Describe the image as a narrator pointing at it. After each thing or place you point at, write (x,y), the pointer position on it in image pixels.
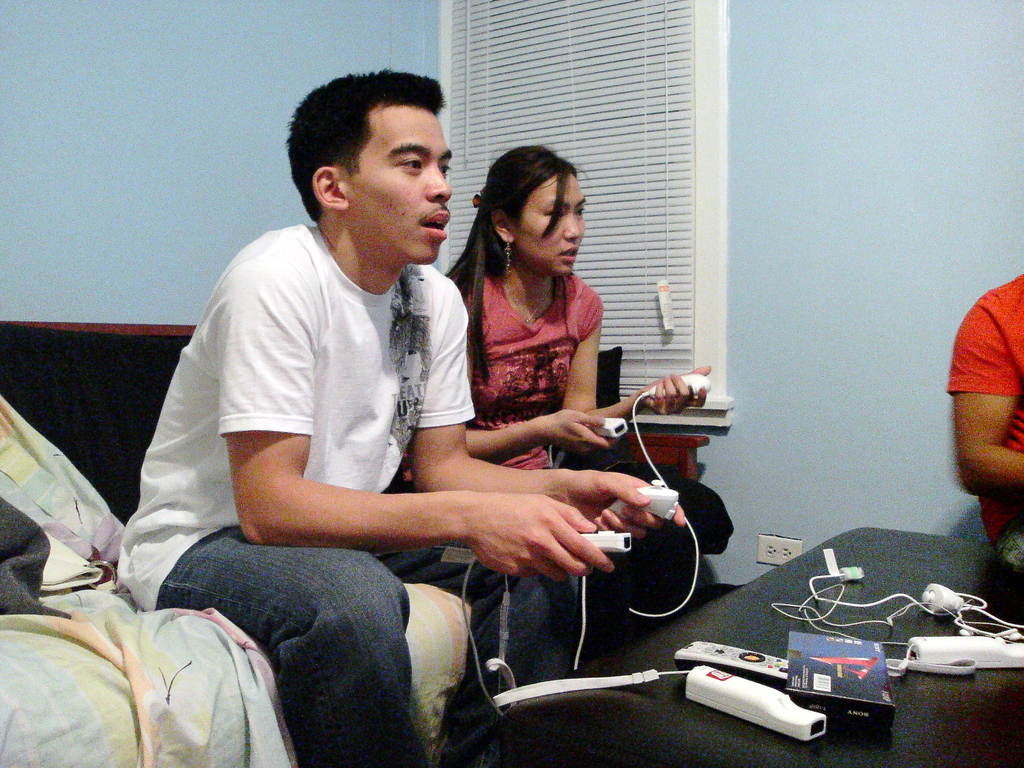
In this image I can see three people (272,460) with different color dresses (230,472). These people (242,461) are holding the white color objects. I can see two people (325,550) are sitting on the couch (120,499) and one person (993,506) is sitting on the table (902,686). On the table (792,754) I can see the electronic objects (772,696), remote (698,683) and book (869,695). In the back (581,163) there is a window blind (596,115) and wall (122,75).
